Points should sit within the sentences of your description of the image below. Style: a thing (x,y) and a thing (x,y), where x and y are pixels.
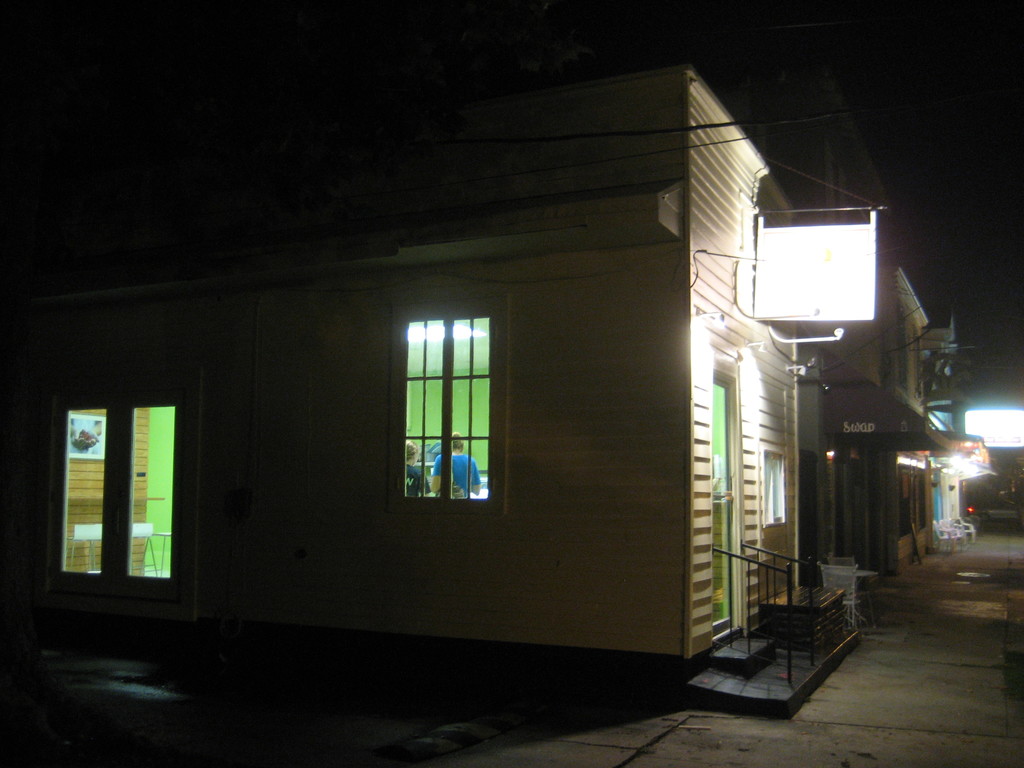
This picture contains a building (390,514) and windows (472,500) from which we can see two people (476,477) standing and we even see a table (78,535) and a green wall (156,489) and a brown wall (142,467) on which photo frame (91,422) is placed. On the right side of the picture (802,301), we see a street light (724,328) and the staircase (776,661). At the top of the picture (983,81), it is black in color and this picture is clicked in the dark.
